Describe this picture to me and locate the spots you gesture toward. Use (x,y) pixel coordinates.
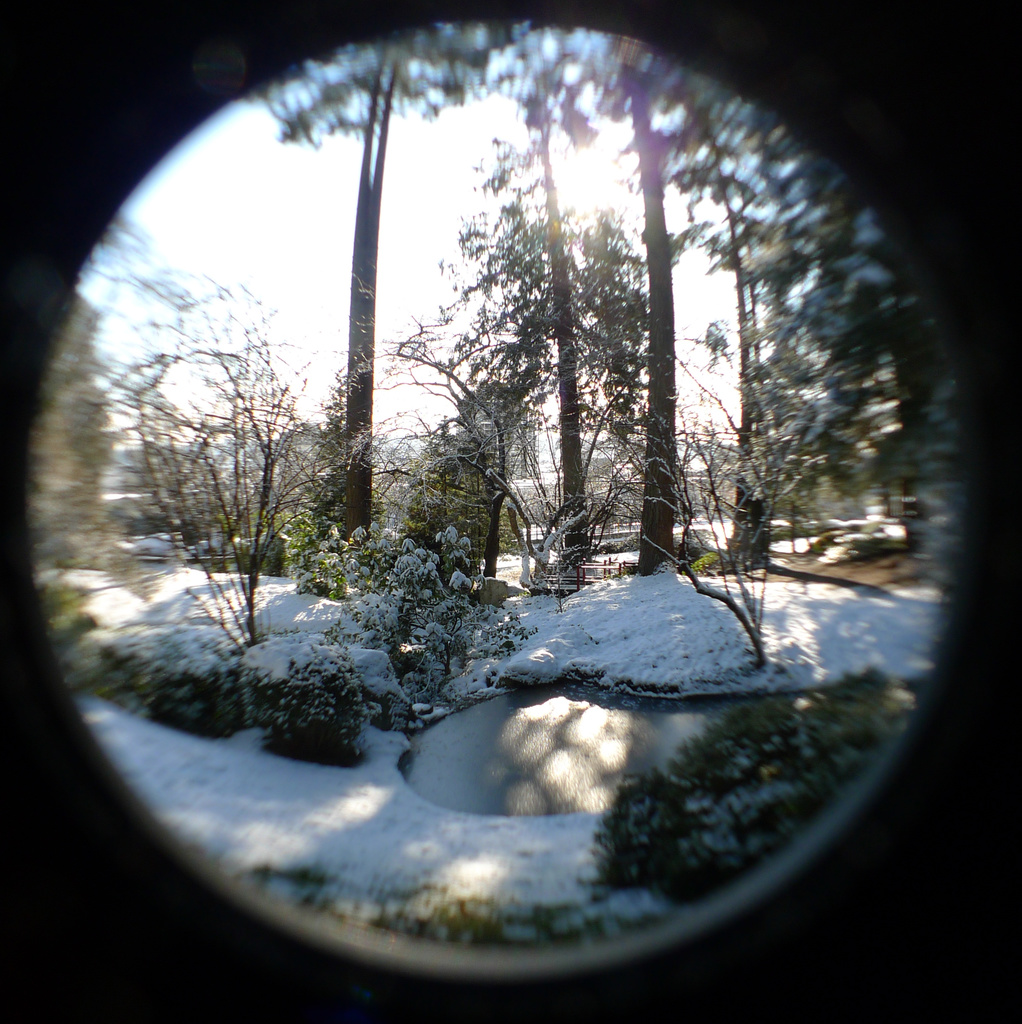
It looks like a mirror (270,610) and on the mirror (549,501) we can see the reflections (349,542) of snow (164,544), plants (229,682), trees (443,367) and water (471,712). Behind the trees (371,232) there is the sky (314,220).
